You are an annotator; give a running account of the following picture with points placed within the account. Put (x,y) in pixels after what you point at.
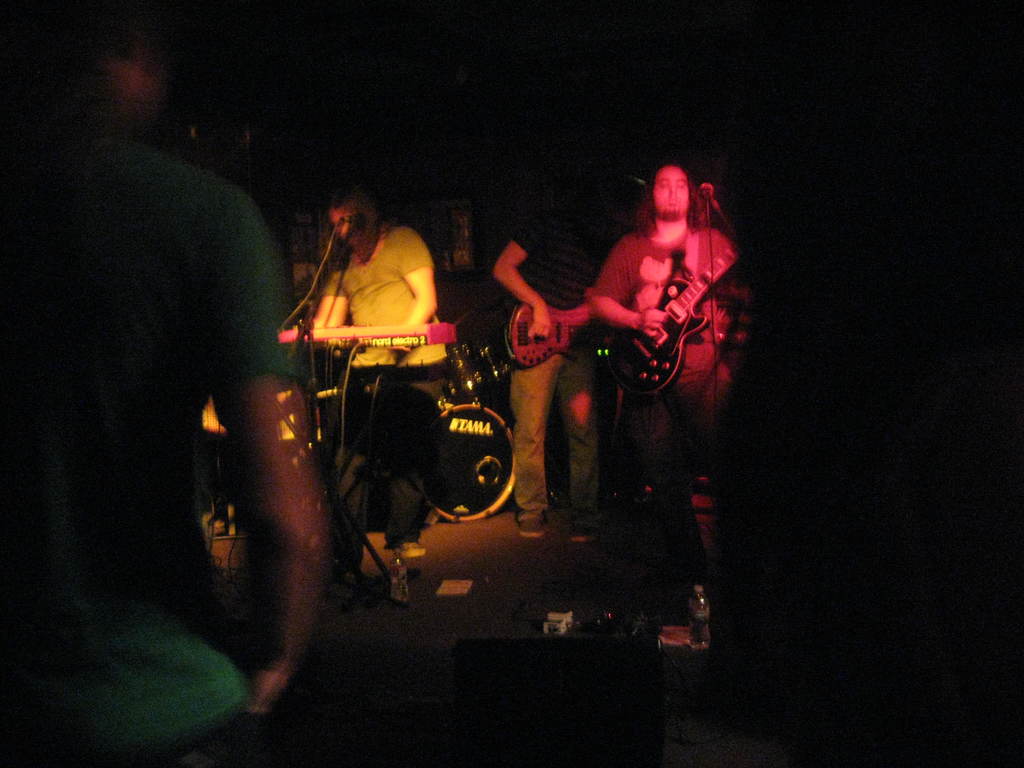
In the left (162,288) we can see one person (190,395) standing. In the center (527,499) we can see three persons (665,404) were standing and two holding guitar (677,302). In front (709,223) there is a microphone (709,205). In the background (484,108) we can see wall (557,114) and few musical instruments (484,504).
